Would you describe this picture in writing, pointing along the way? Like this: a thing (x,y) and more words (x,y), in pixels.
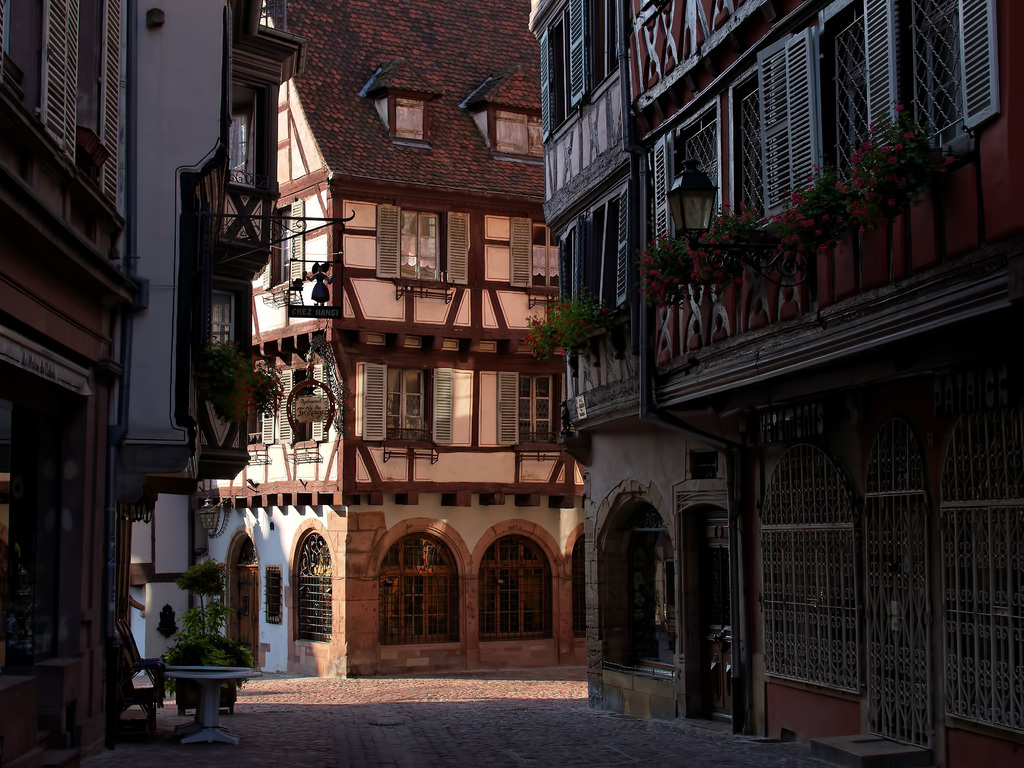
In this image I can see buildings (410,399), windows (329,601), plants (900,185) and other objects (228,698) on the ground (286,677).
